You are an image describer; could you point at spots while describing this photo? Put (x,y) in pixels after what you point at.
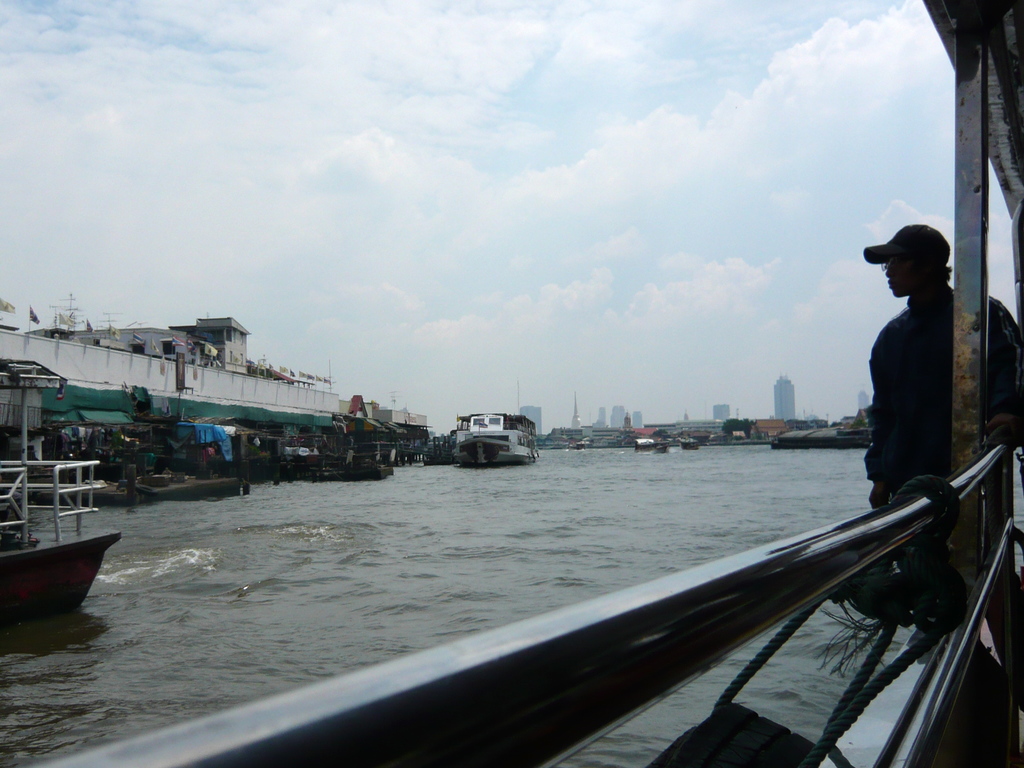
In this picture there is a man (923,341) standing on the ship (956,673) and there is a rope (951,576) tied to the rod (960,658). At the back (376,412) there are boats (83,521) on the water (459,480) and there are buildings (556,435). At the top (438,221) there is sky (688,172) and there are clouds (535,324). At the bottom (431,611) there is water (582,492).
